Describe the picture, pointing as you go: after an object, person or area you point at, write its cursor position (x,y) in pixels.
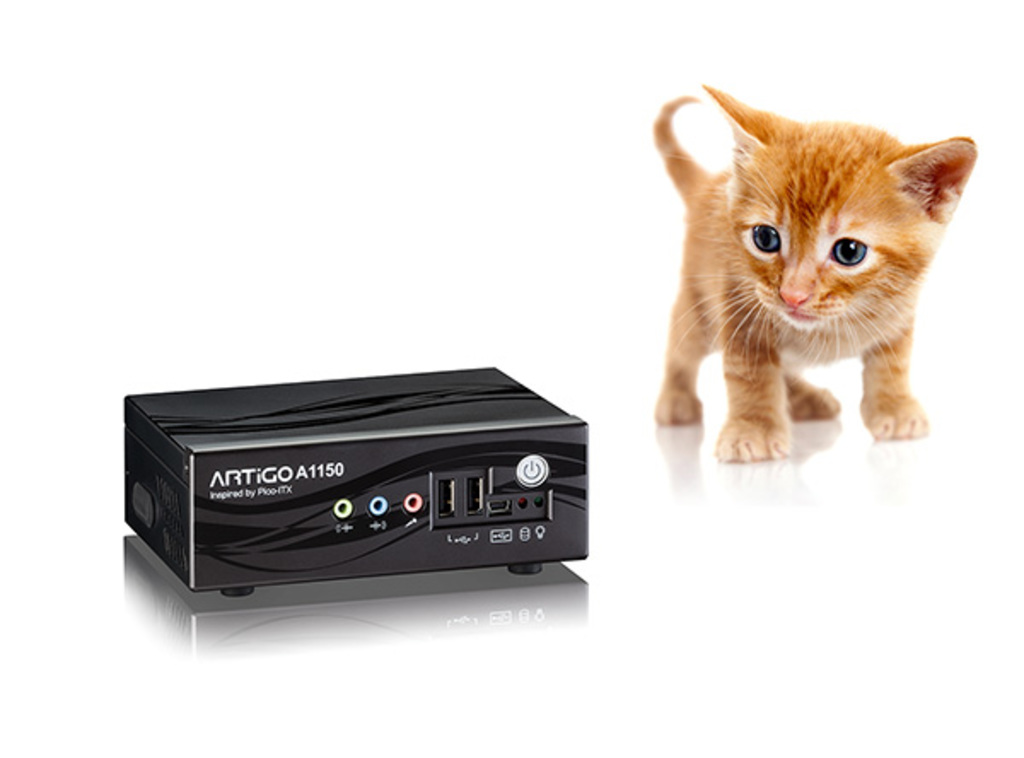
In this picture I can see there is a black color device (337,503), placed on a surface (592,574) and there is a kitten (835,274) on to right (699,118) and there is a white backdrop (447,268).
